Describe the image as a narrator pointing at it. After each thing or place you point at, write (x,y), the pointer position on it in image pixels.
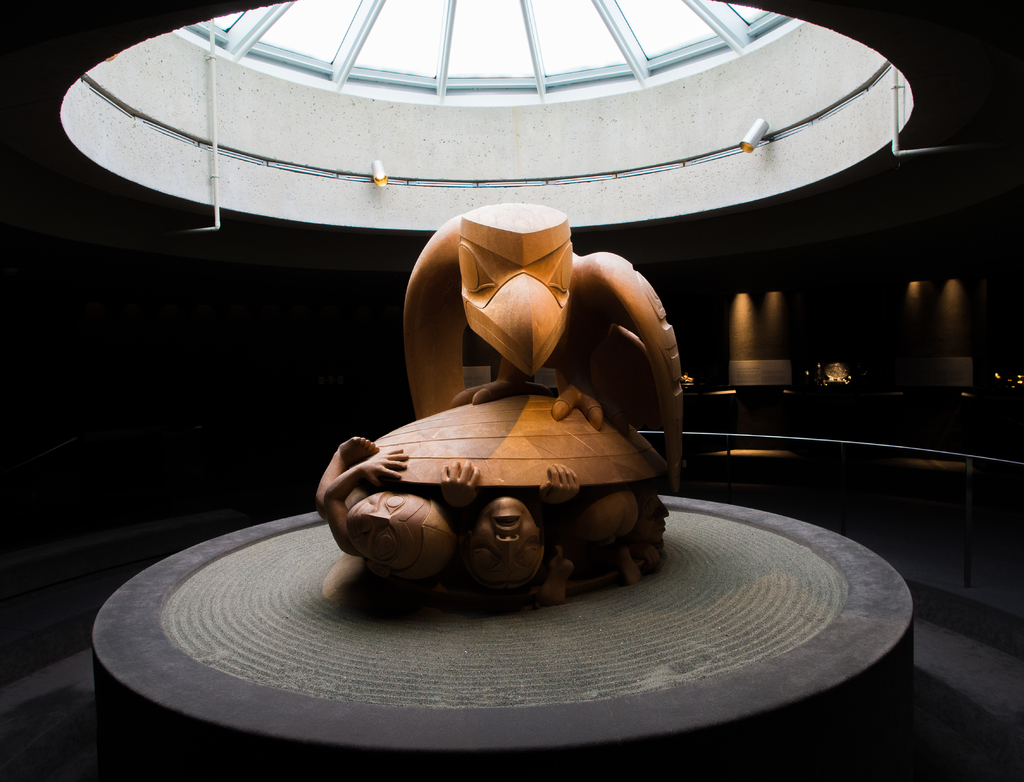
In this image in the center (539,342) there is a sculpture (474,421), and at the bottom (215,715) it looks like a table (423,621). And at the top (299,61) there is roof (469,47) and lights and pipe (214,57), and in the background (778,337) there are lights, railing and some objects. At the bottom (69,683) there is floor (925,693).
